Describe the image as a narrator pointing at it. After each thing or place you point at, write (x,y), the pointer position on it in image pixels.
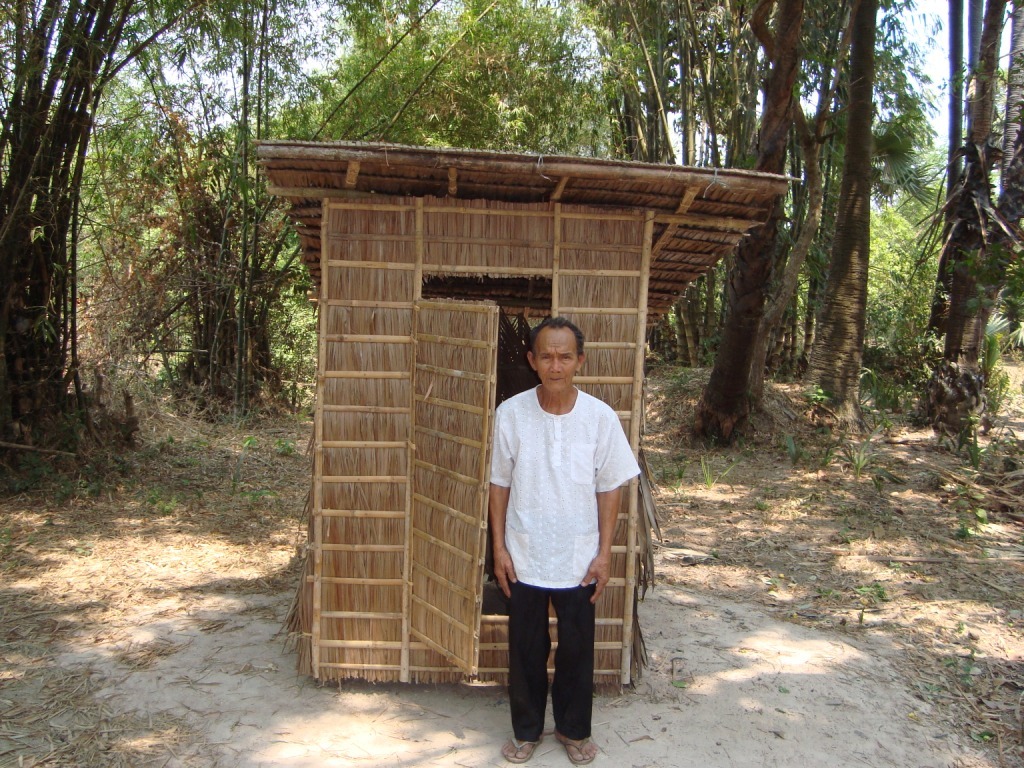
In this image we can see a person (555,457) wearing white color shirt (560,578), black color pant (565,621) standing near the wooden hut (451,340) and at the background of the image (459,133) there are some trees (108,117) and clear sky (1006,21).
